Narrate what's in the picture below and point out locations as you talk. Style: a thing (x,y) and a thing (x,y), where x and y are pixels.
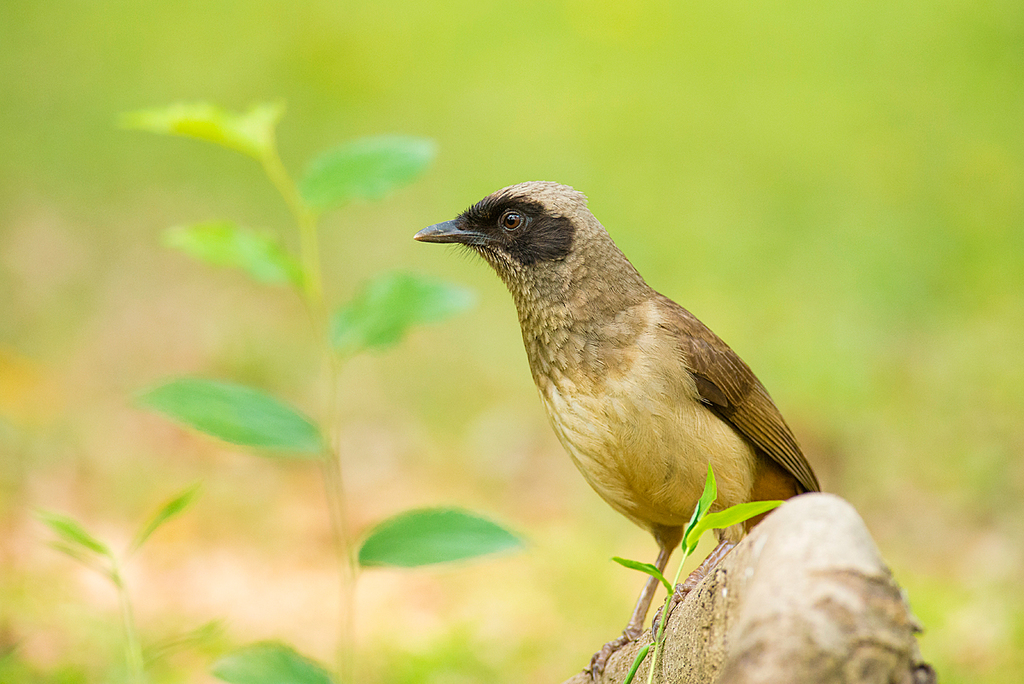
In this image we can see a bird (755,500) on the wood (766,535), there are some plants (339,331) and the background (844,294) it is blurred.
